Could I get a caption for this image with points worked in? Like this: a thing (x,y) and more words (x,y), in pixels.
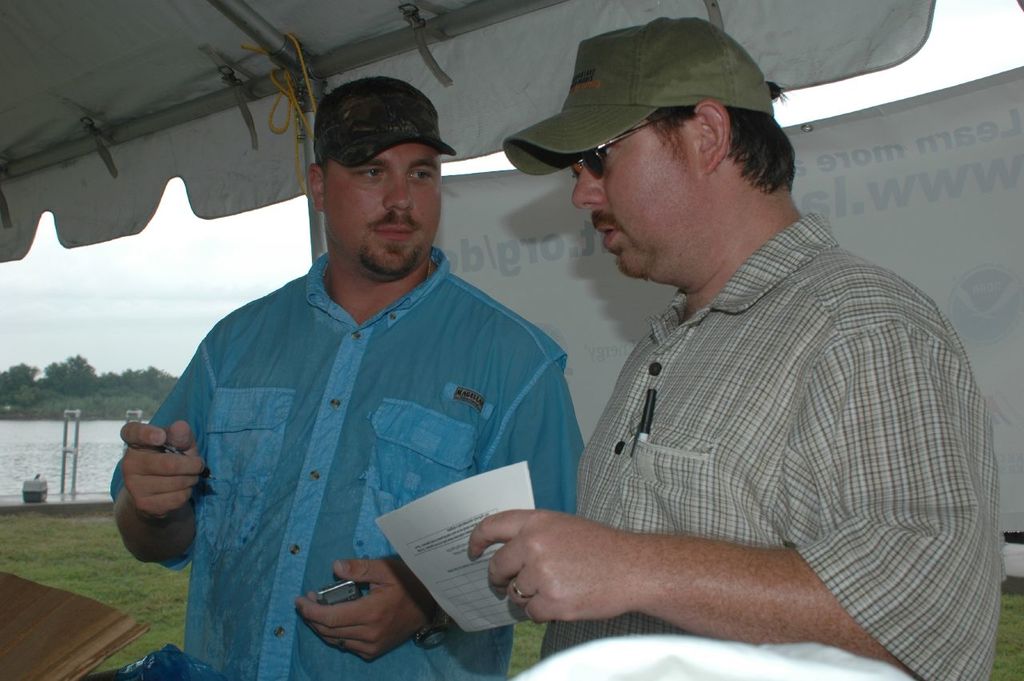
In the center of the image (350,384) we can see persons (369,324) standing and holding a paper (438,551). In the background (1000,287) we can see banner (586,234), tent (296,86), water (31,443), grass (59,531), trees (69,384), sky (162,288) and clouds (83,325).
